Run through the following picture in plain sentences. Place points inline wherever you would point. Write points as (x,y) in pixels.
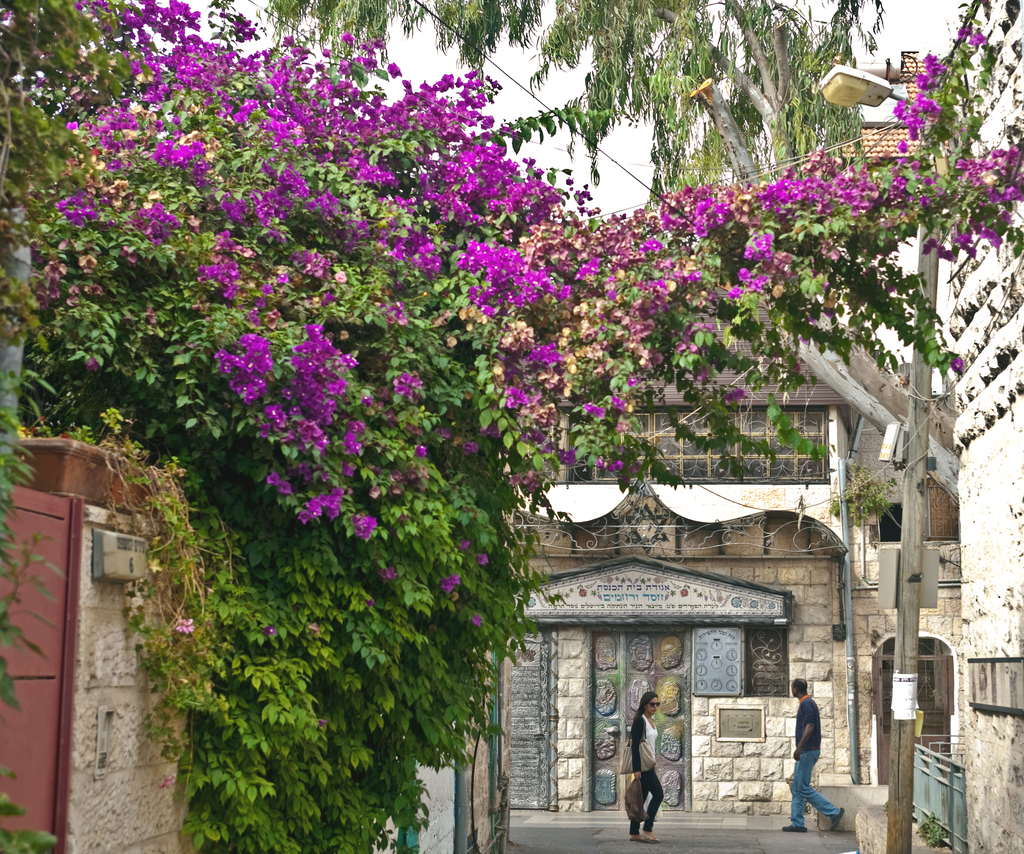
In this picture we can see a man (797,681) and a woman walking on the road (812,833), trees (798,108), pole (924,235), light (858,94), buildings (968,281) with windows (764,473) and in the background (445,57) we can see sky (901,25).
